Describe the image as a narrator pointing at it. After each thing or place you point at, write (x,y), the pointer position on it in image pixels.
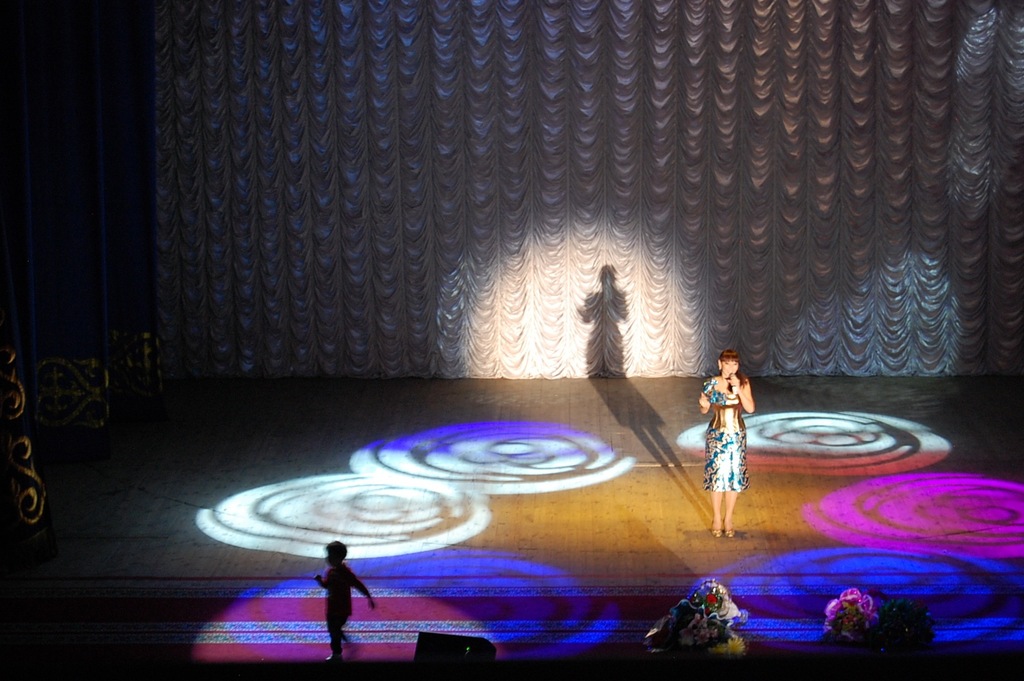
This is the woman (732,401) standing and holding a mike (737,386). These are the show lights (460,611). I can see a boy (354,579) running. This looks like a stage (638,628). I think these are the flower bouquets (850,630). I can see the cloth (515,178) hanging, which is white in color.
